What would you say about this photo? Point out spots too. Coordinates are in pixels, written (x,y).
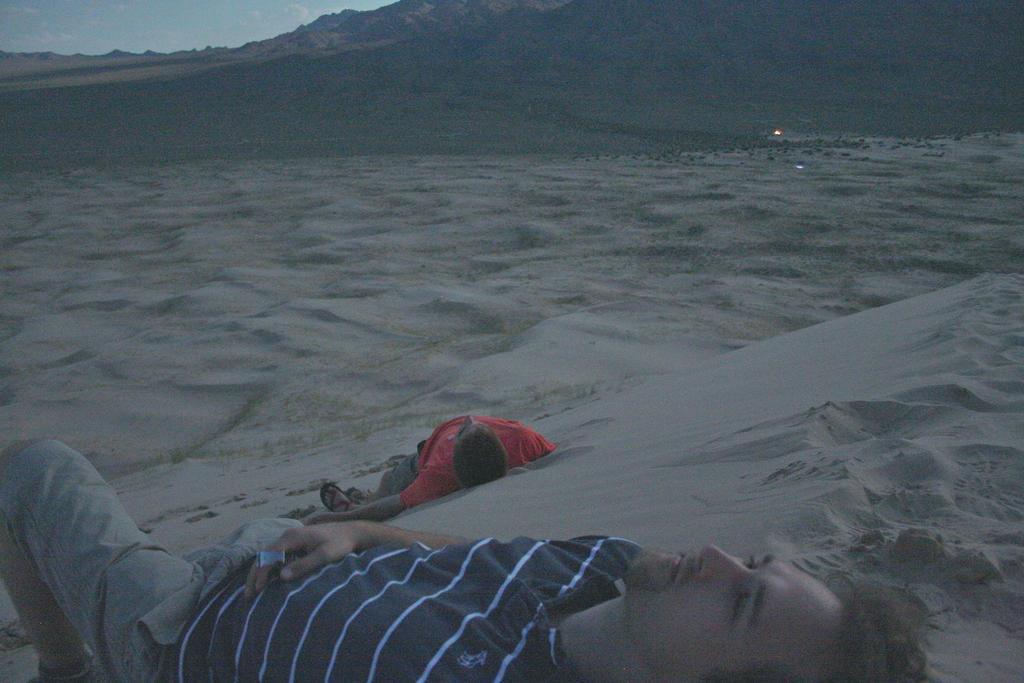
There is a person (228,573) in a t-shirt (466,579), lying on a sand surface (945,664). Beside him, there is another person (449,478) in orange color t-shirt (522,445), lying on the sand surface (631,460). In the background (731,4), there are mountains (360,65) and there are clouds (47,36) in the blue sky (214,10).
